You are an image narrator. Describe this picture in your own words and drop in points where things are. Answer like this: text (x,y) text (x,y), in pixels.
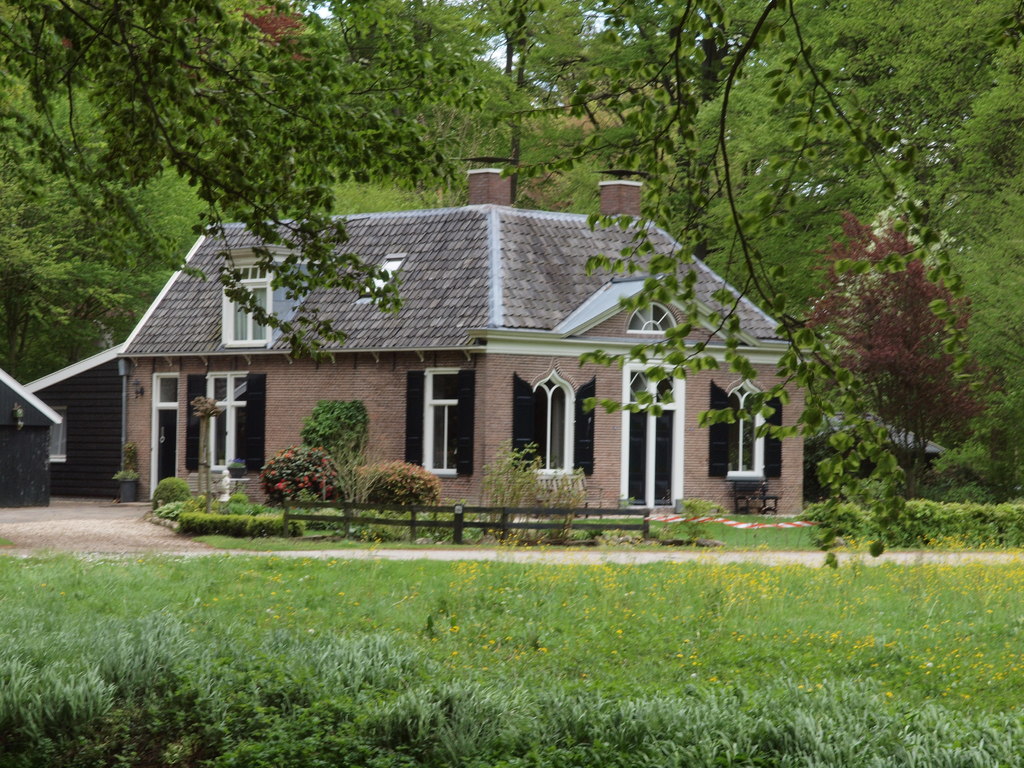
In this image we can see a house (398,350). On the house (130,386) we can see windows (449,395) and doors (661,420). In front of the house (637,491) we can see wooden fence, plants (333,415), flowers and the grass (452,570). Behind the house (412,307) we can see a group of trees (762,216). At the top (576,116) we can see the trees (214,45) and the sky (473,4).
